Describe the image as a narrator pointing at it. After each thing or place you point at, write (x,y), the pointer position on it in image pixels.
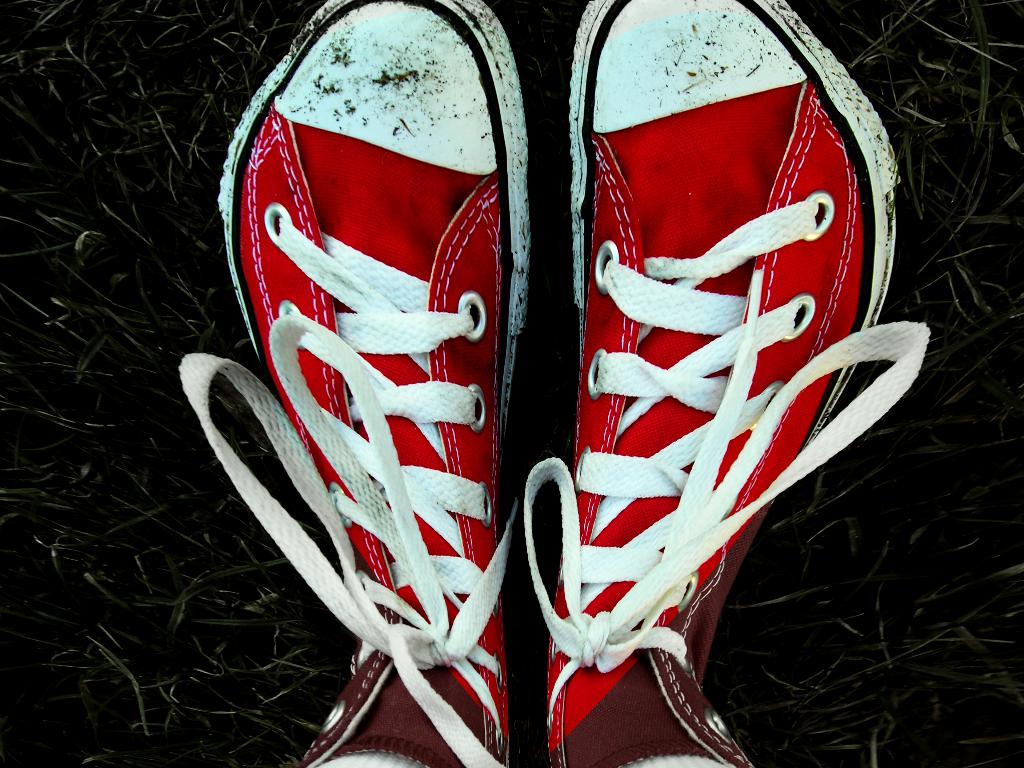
In this image we can see there is a red and white color shoes (628,198). And there is a grass (1004,198).
